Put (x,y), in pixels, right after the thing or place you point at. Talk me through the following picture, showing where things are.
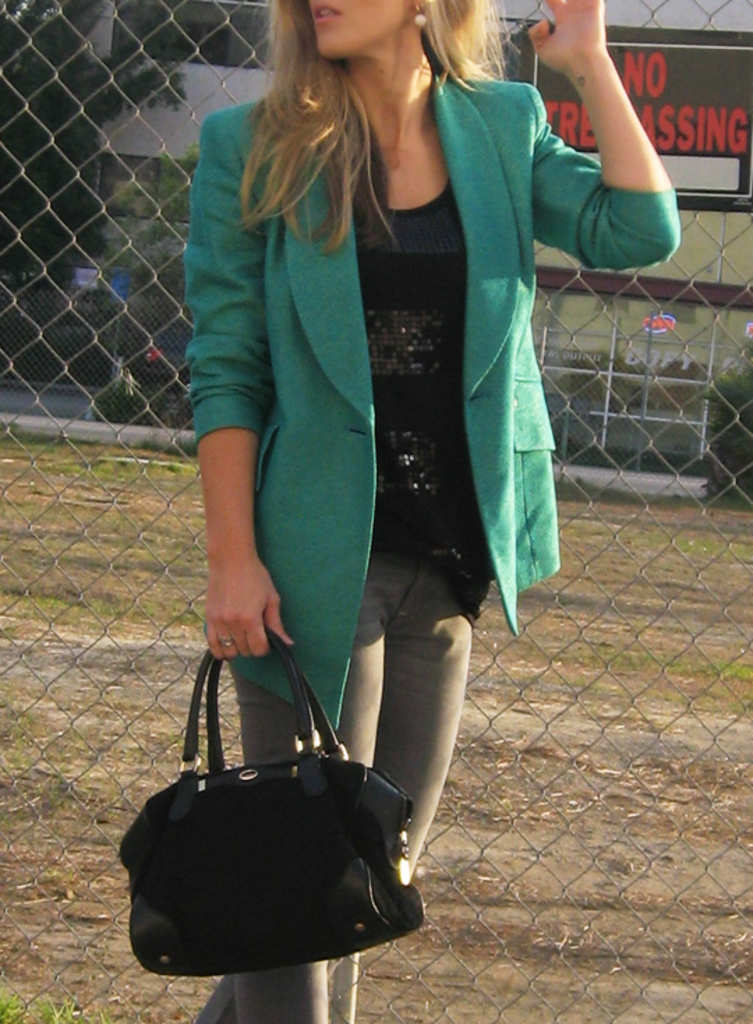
In this picture we can see a woman (464,450) who is holding a bag (275,648) with her hand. This is fence (684,767). On the background (684,24) there is a building (202,18) and this is tree (91,77).
